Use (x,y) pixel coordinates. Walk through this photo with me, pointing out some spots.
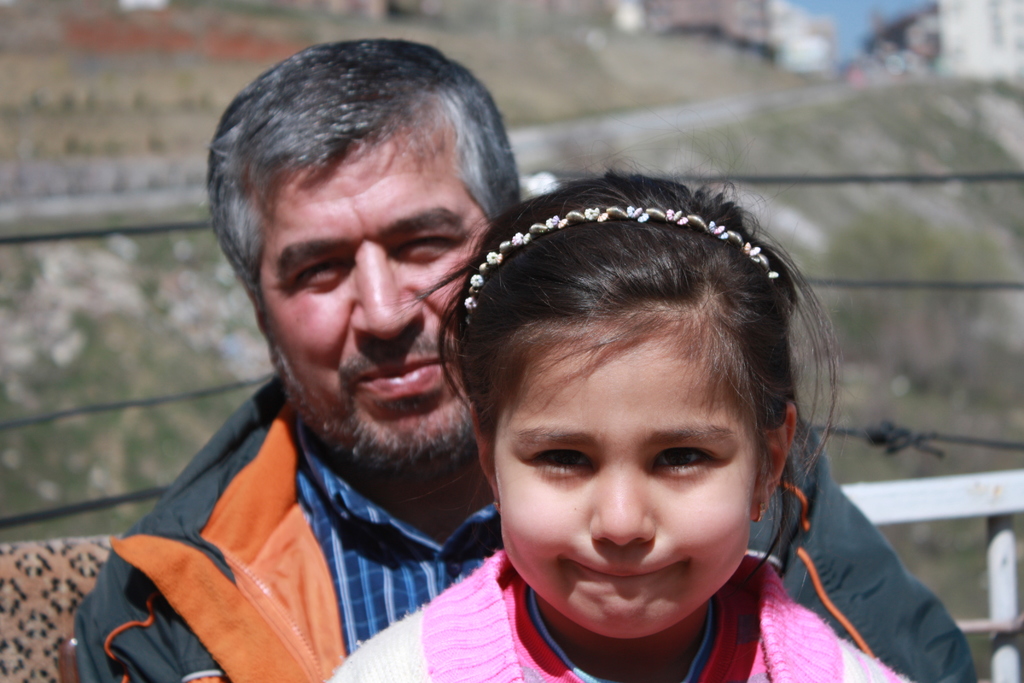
In this picture there is a man (433,397) who is wearing shirt (335,535) and jacket (184,585). Beside him there is a girl (709,514) who is wearing pink dress (439,669). Both of them are sitting on the chair (31,600). On the right (997,628) there is a steel fencing (1013,628). In the background (92,34) i can see the buildings (794,40), road (680,113) and other objects (44,86). In the top right (896,0) there is a sky (848,58).
